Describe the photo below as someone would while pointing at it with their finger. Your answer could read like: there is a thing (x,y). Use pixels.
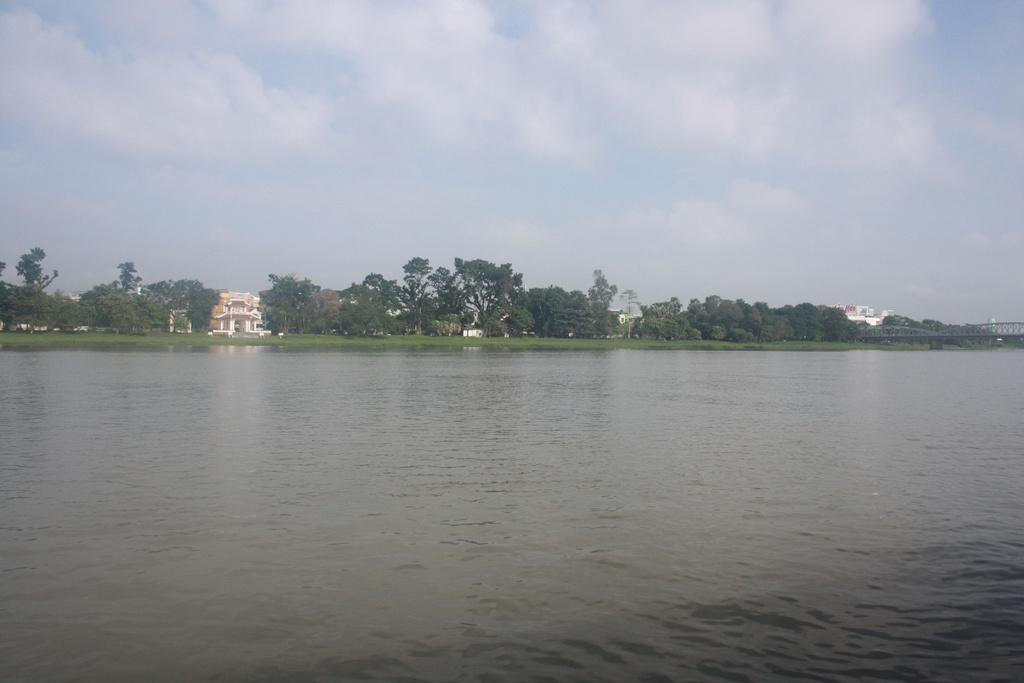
In this image, this looks like a river (202,479) with the water (505,431) flowing. These are the trees (604,307). I can see the buildings (240,313). This is the sky (605,93). On the right side of the image (878,333), that looks like a bridge (959,333).
